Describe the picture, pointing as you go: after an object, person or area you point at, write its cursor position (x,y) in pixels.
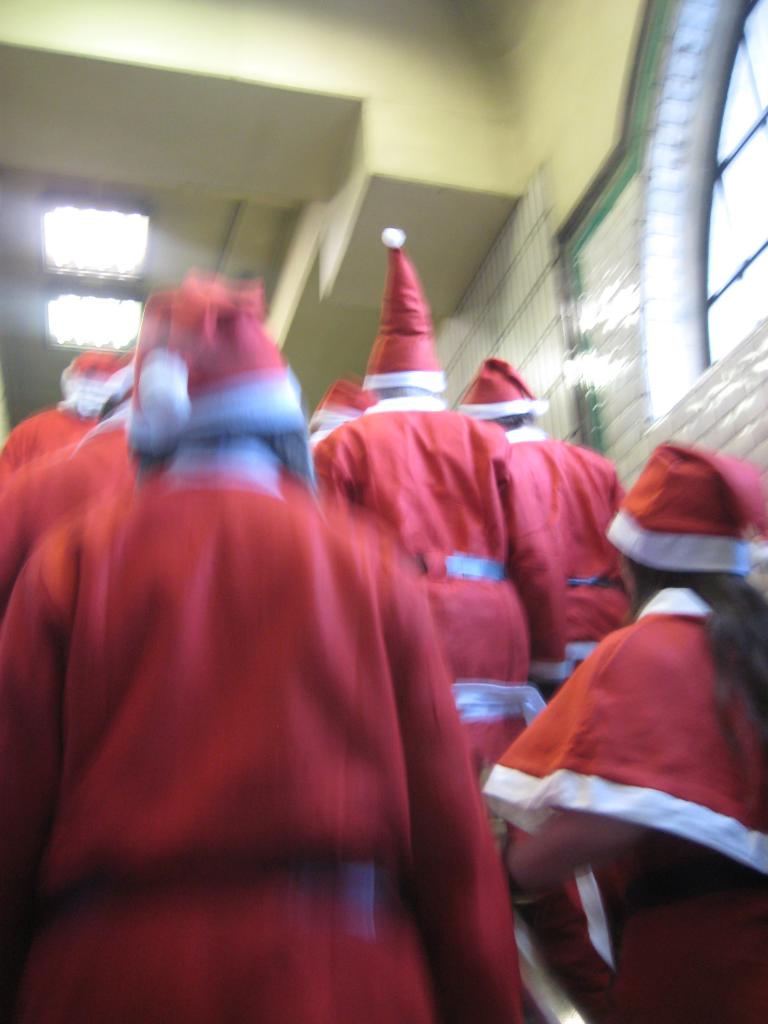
In this image there are few people (422,488) in the middle (393,447) who are wearing the santa claus dress (457,563) and standing one beside the other in the line. On the right side (711,209) top there is a glass window (722,166). At the top (89,236) there are lights (89,236).
